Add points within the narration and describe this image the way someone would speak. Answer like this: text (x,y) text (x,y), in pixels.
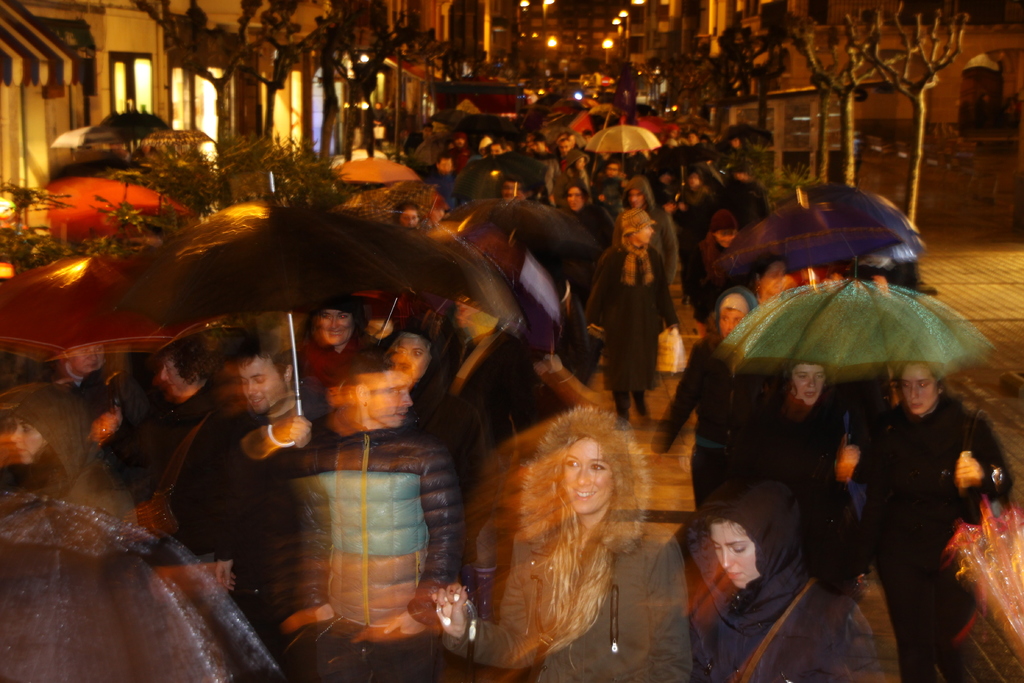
There are groups of people (790,408) standing. Among them few people (436,368) are holding the umbrellas (814,300). These are the trees (432,64). I can see the buildings (172,66).
